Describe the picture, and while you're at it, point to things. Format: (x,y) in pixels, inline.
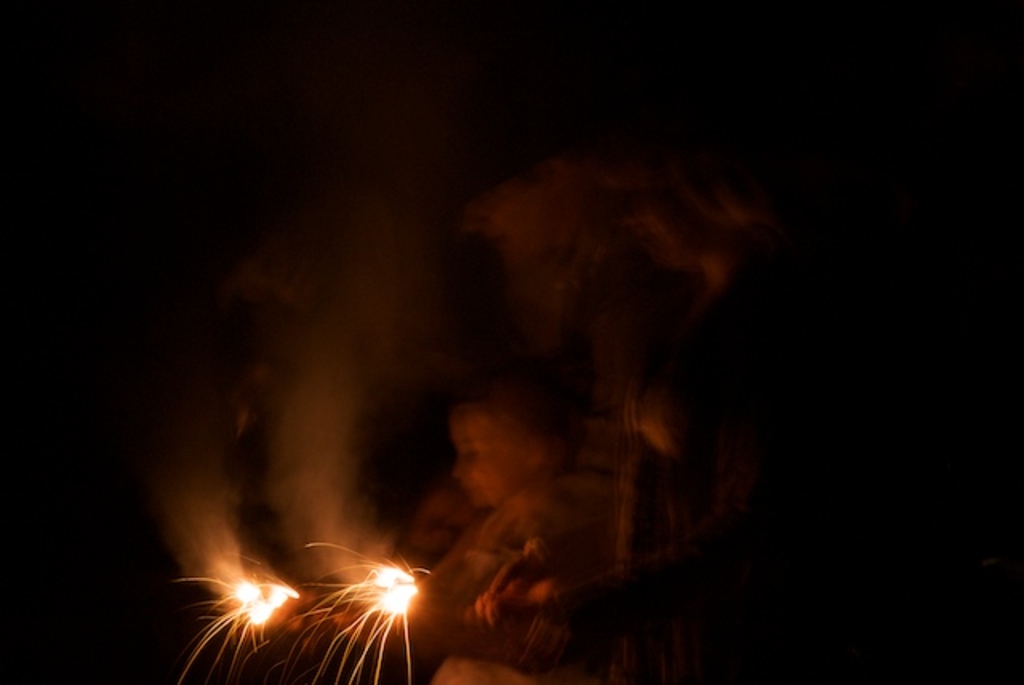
In the image there are three people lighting crackers (279,592). And there is a black color background (786,136).
